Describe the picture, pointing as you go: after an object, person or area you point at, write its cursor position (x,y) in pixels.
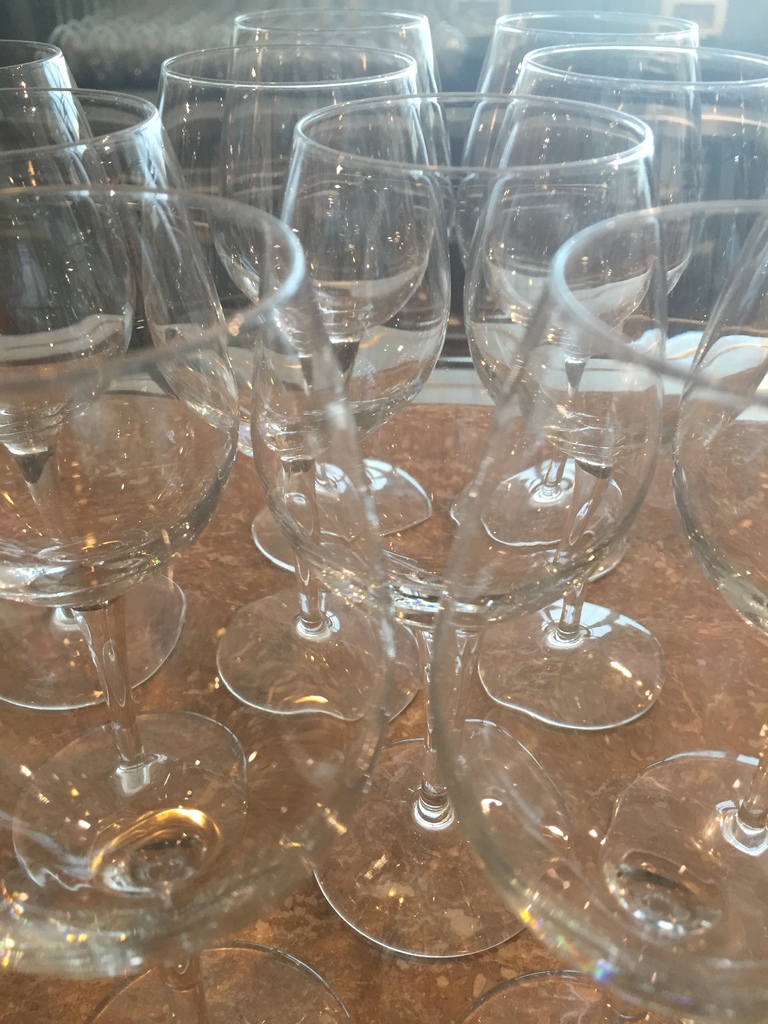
In this picture we can observe some glasses (213,775) which are empty. These glasses (297,570) are placed on the brown color surface (292,946).
